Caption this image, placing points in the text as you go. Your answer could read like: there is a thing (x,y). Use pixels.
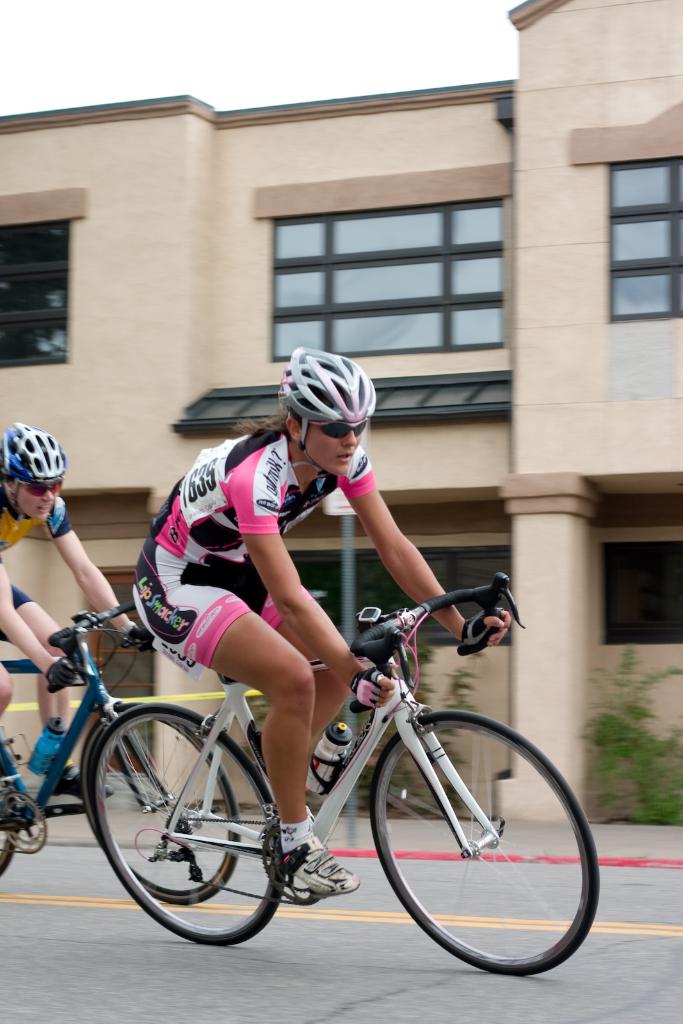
This picture shows there are two women (235,576), riding a bicycle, wearing helmets (334,373) and spectacles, on the road (311,955). In the background (467,276) there is a building (452,351), plants (636,770) and a sky (251,63) here.
